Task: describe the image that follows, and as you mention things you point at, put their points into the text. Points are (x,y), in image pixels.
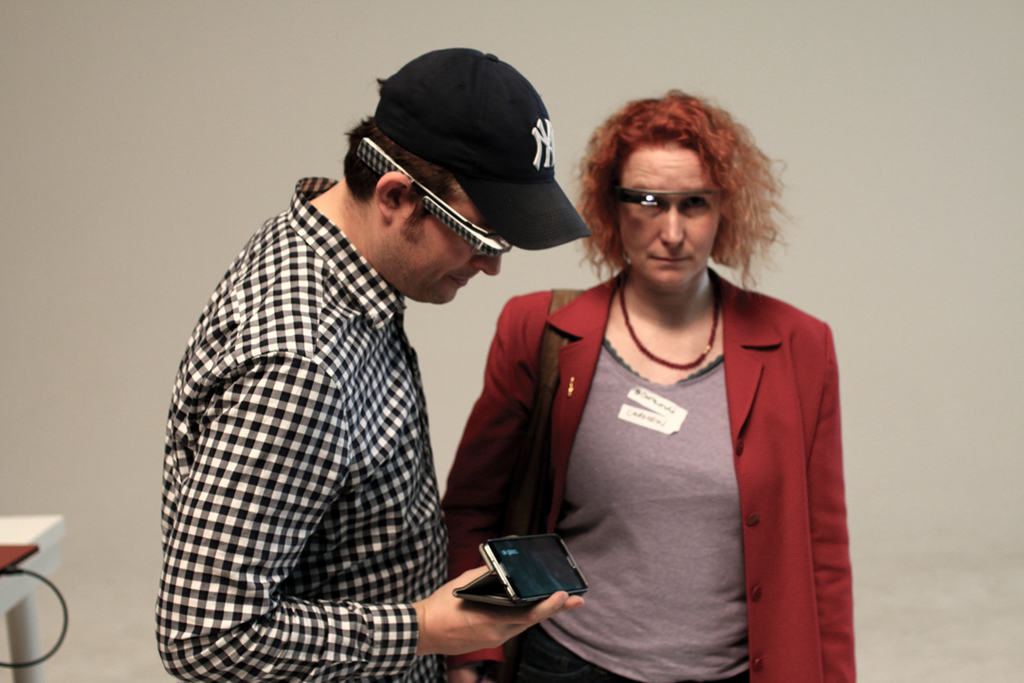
There is a room (431,377). The two persons (469,497) are standing in a room (446,415). On the right side (755,528) we have a person (655,285). She is wearing a spectacle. She is wearing a bag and she is wearing a red jacket (745,478). On the left side (341,324) we have another person (344,391). He is wearing a spectacle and cap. We can see in background (456,359) white color wall (90,548) and table (63,541).
